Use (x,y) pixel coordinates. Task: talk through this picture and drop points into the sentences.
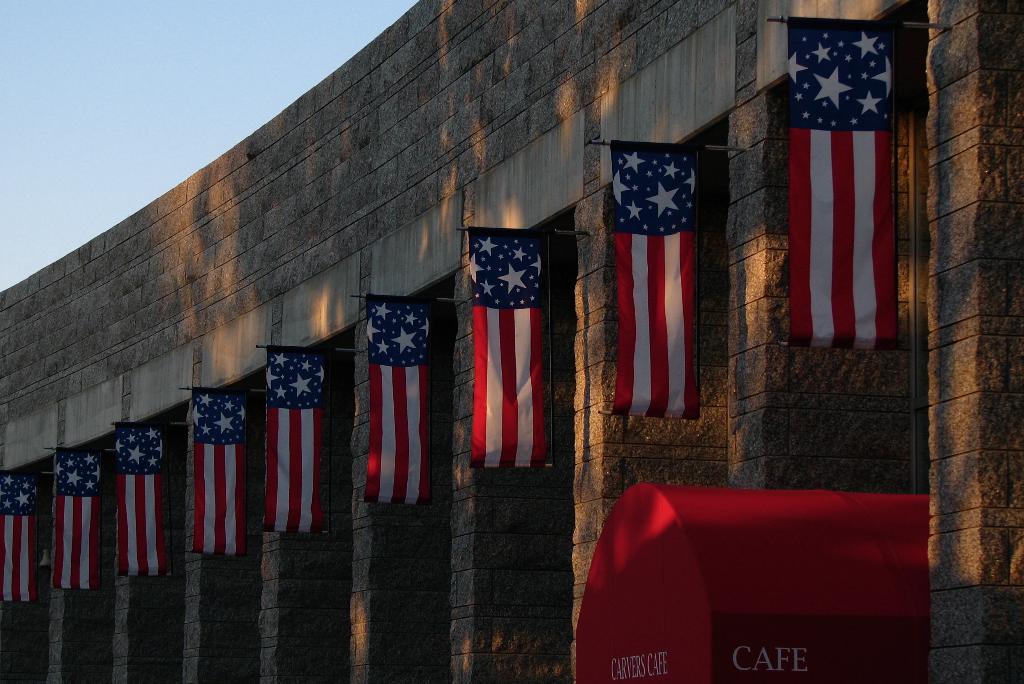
In this image, we can see stone walls (597,357), rods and flags (667,325). On the right side (836,595) bottom, there is a red color object (809,571). On this object (768,655), we can see some text (665,657). On the left side (257,81) top of the image (93,80), we can see the sky (163,109).
